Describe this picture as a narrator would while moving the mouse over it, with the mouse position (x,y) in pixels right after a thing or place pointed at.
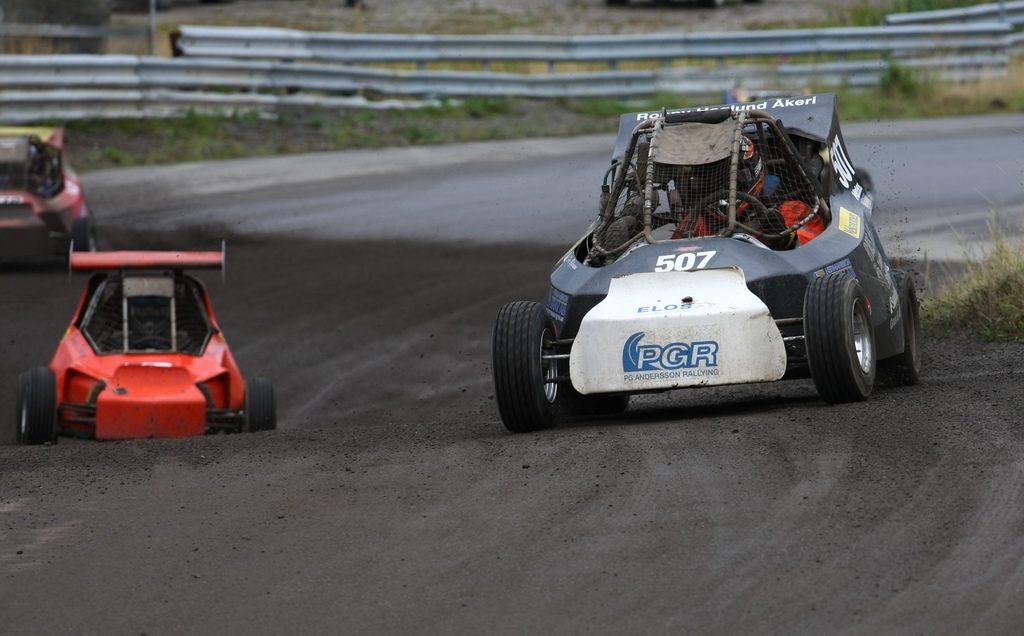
In this image we can see sports cars (54,427) are moving on the road (499,500) and we can see the grass (1010,326). The background of the image (946,62) is blurred, where we can see the fence (46,112).
